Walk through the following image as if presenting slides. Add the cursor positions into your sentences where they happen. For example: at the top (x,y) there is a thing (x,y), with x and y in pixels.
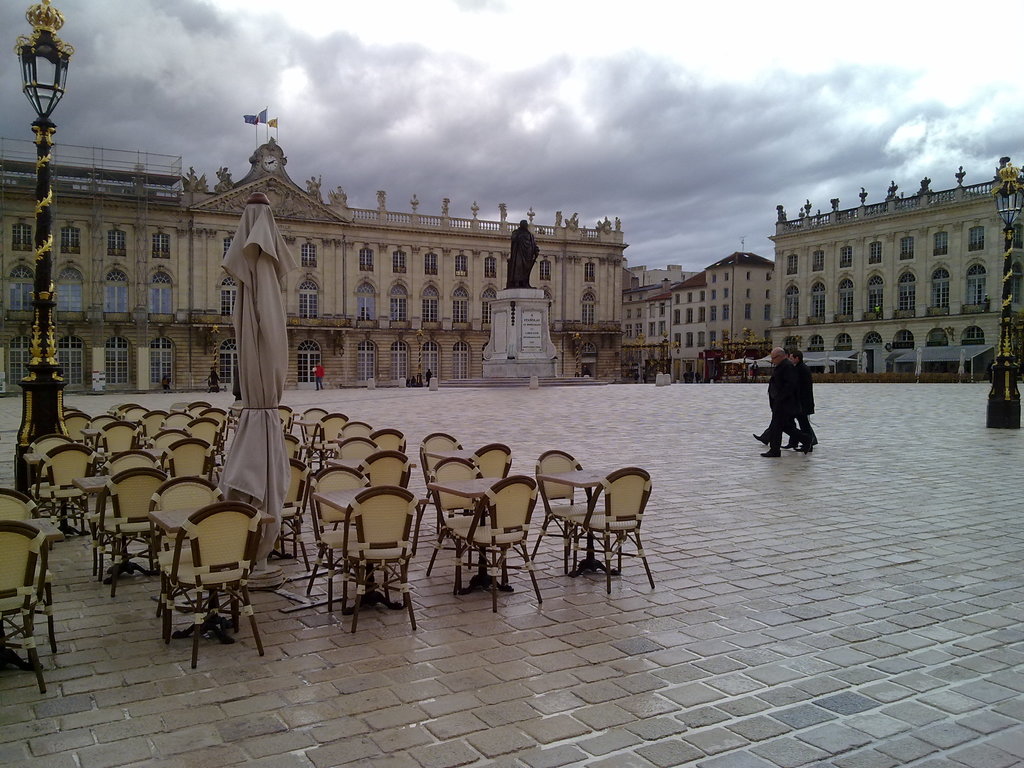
In this picture we can see a statue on a platform (516,305), here we can see people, chairs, poles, some objects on the ground (885,626) and in the background (563,370) we can see buildings (481,283), flags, sky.
